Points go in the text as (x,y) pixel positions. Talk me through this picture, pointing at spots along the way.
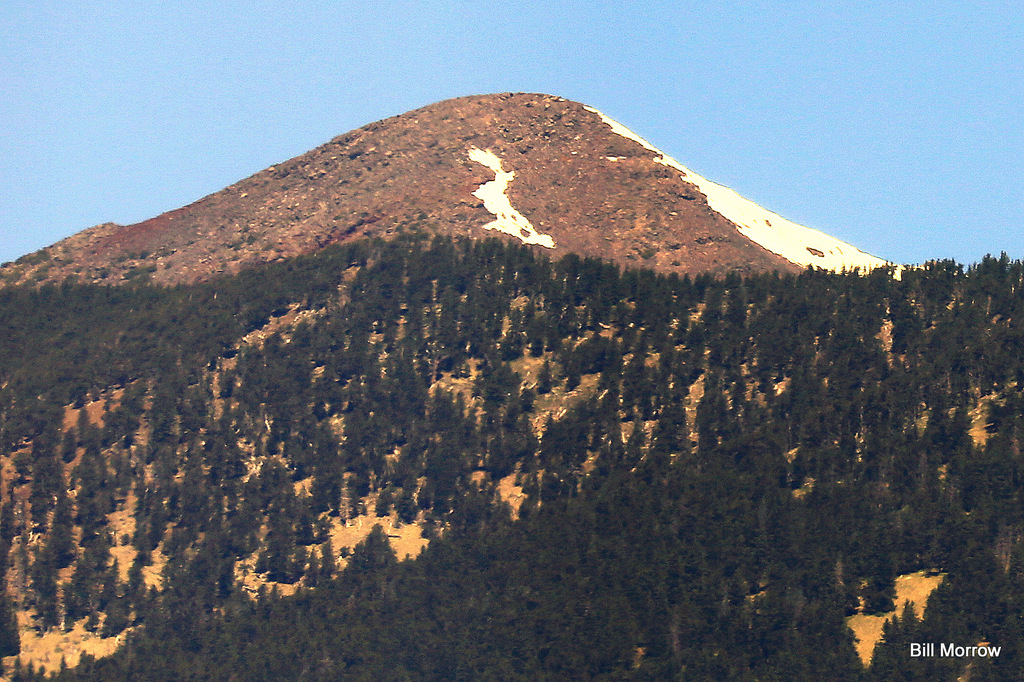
In this image, we can see trees (633,561) on the hill (277,248). There is a sky (456,87) at the top of the image (470,72).
